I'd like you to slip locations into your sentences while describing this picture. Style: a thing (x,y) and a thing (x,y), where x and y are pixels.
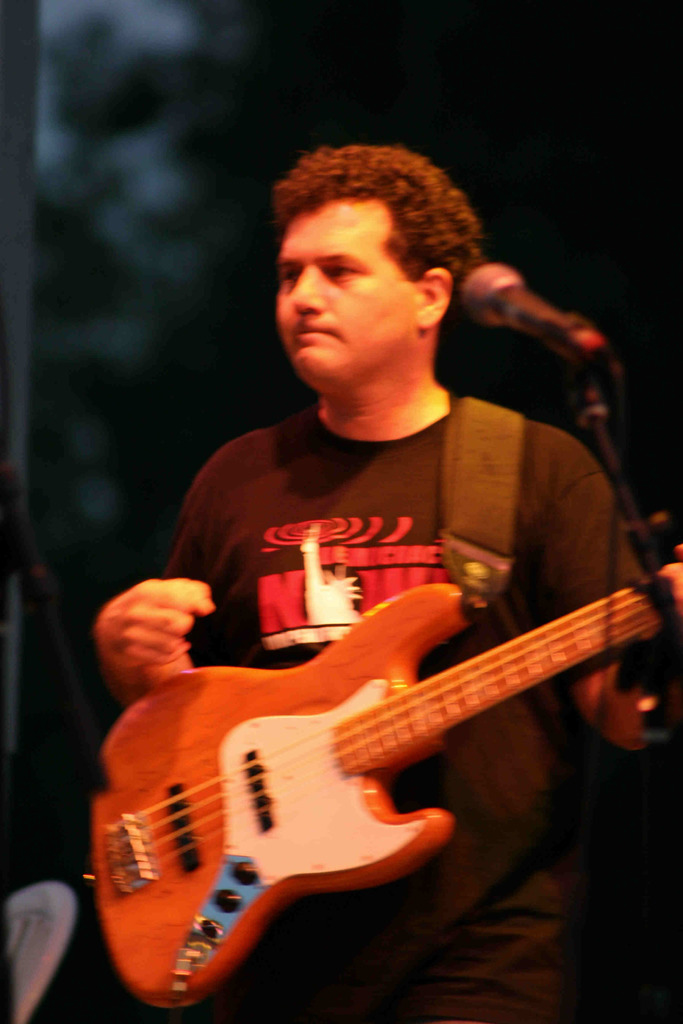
There is a guy (145,676) stood with guitar (179,782) in front of a mic (546,314).
